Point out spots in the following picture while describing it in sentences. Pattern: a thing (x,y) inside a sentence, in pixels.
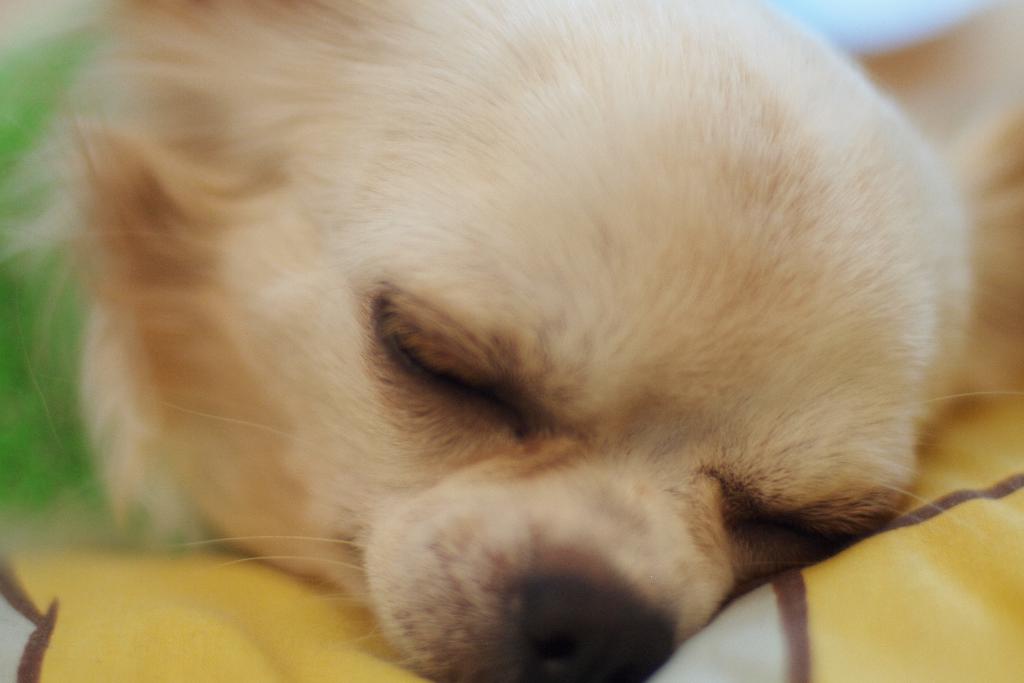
In the picture we can see a dog (125,100) sleeping.
